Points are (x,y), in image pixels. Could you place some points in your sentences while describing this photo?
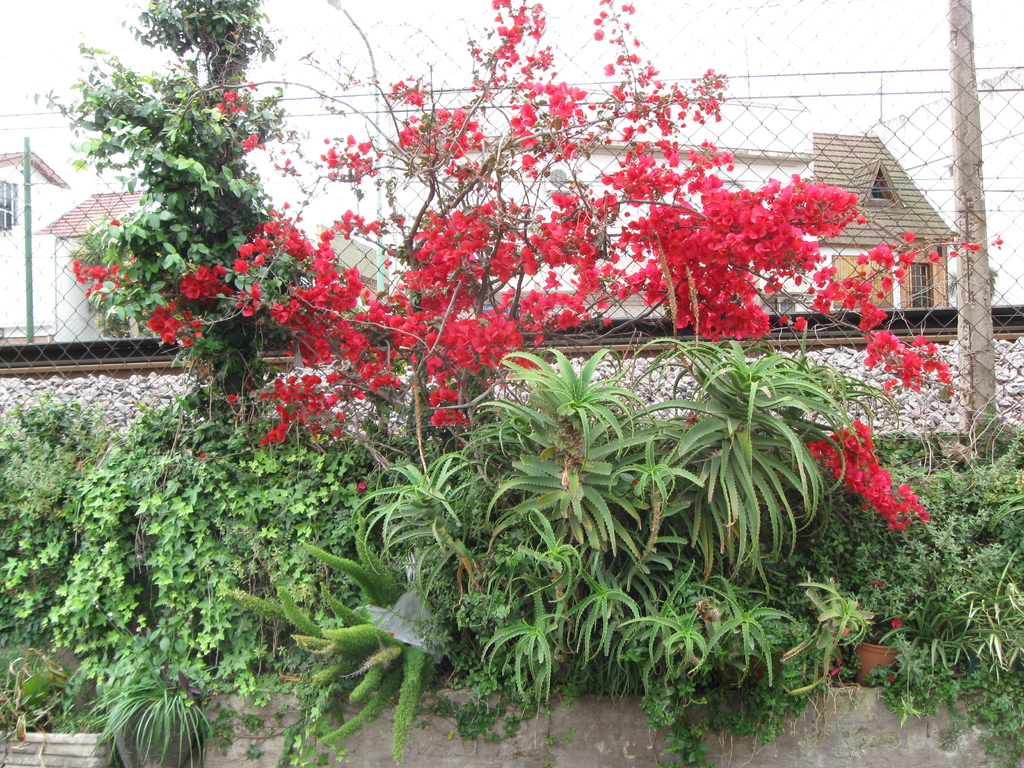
In the picture we can see some plants (804,657) of different types and behind it, we can see a fencing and in front of it, we can see some plants (533,309) with red color flowers (702,283) and in the background (56,305) we can see a house building (56,305) with window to it.
